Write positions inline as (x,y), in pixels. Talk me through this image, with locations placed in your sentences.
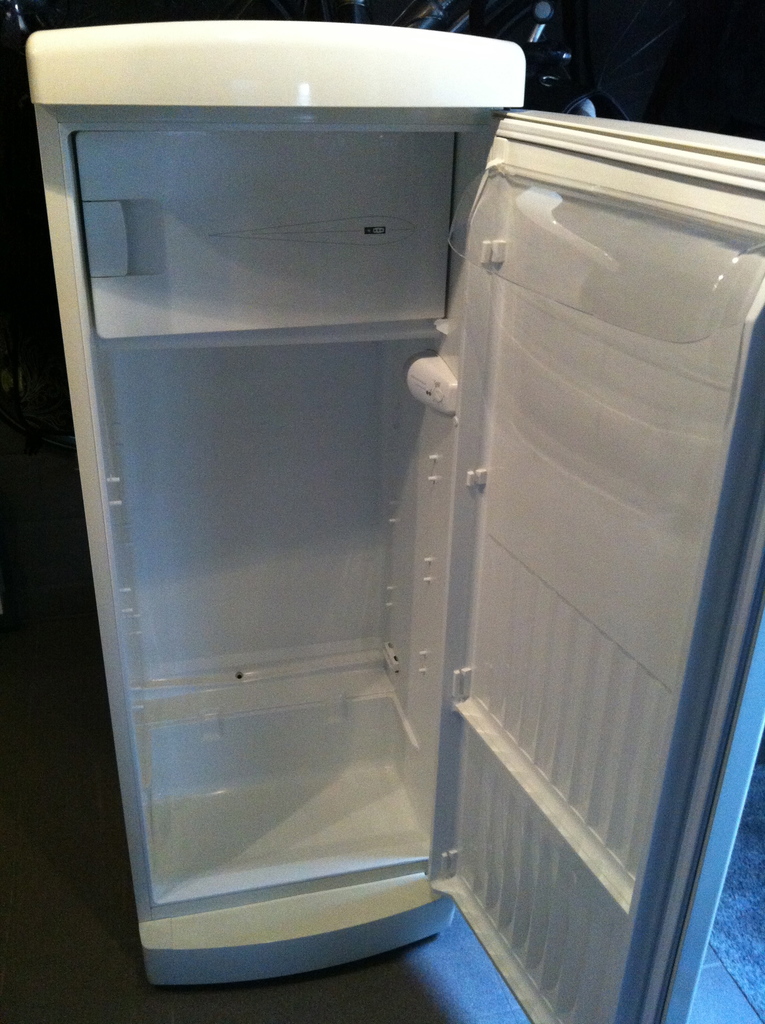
This picture shows a refrigerator (481,96) on the floor (45,953) and its door (625,176) is opened.
